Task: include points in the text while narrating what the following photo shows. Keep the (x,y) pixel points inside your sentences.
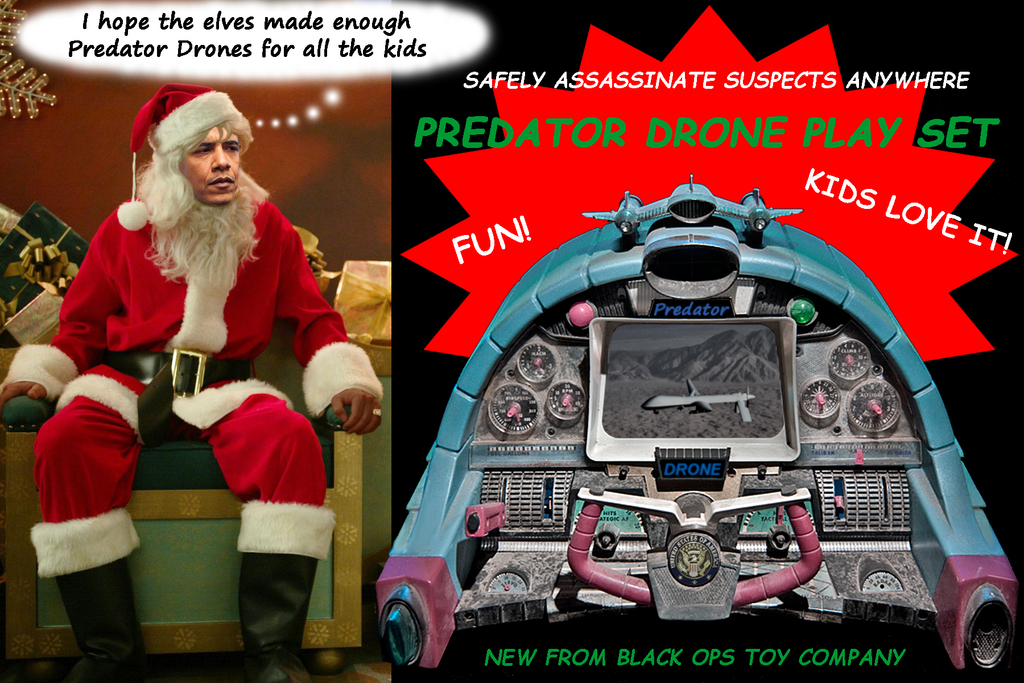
In the foreground of this collage, on the left (215,364), there is a man (211,344) sitting on the chair (215,463) wearing red and white dress (156,304). Behind him, there are few gifts (39,267) and the wall (87,170). On the top (208,55), there is some text (321,42). On the right (809,372), there is an equipment (805,416) and the text (829,126).
